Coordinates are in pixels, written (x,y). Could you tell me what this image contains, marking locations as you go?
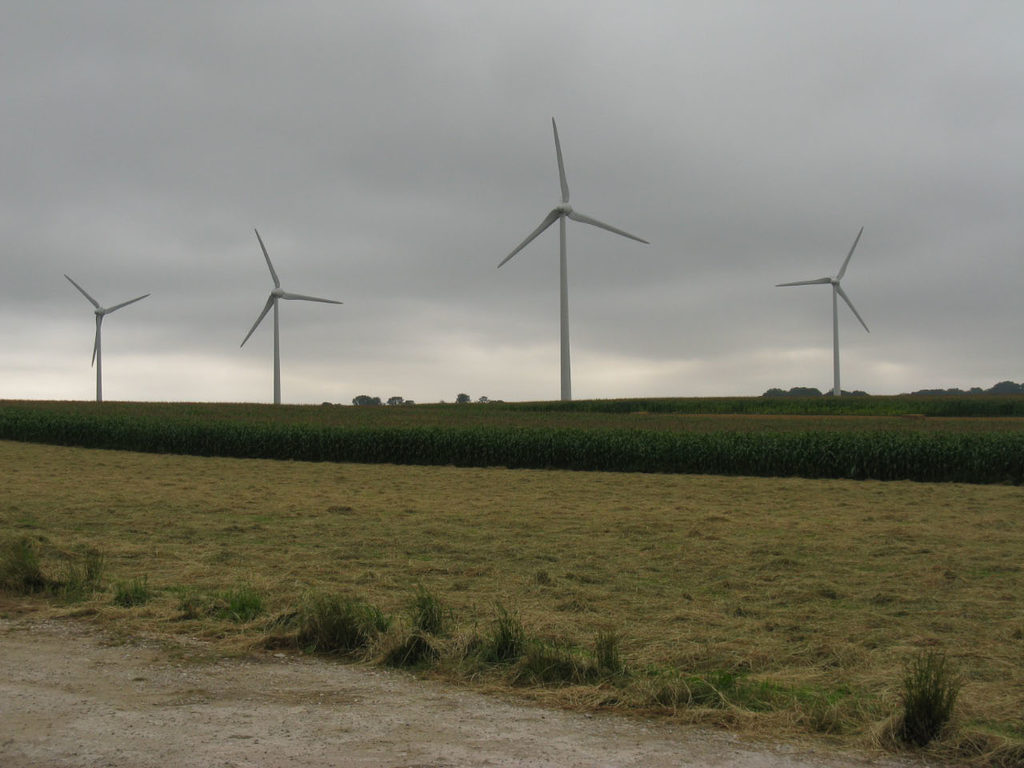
In this image we can see there is a grass (699,562), plants (469,443) and windmill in the middle of the plants (828,442). In the background (461,222) there is a sky (711,191).
